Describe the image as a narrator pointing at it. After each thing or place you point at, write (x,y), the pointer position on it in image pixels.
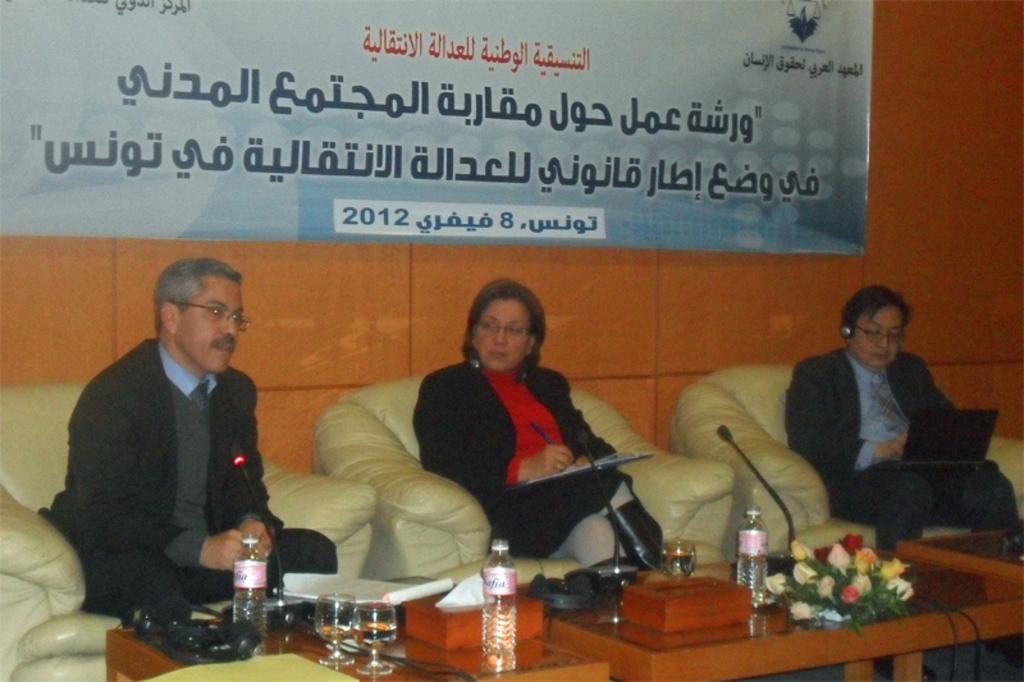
At the top of the image (594,96) we can see an advertisement (317,95) pasted on the wall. In the middle of the image (512,399) we can see persons (488,406) sitting on the couch (408,429) and holding folder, pen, laptop (912,459) in their hands (884,451). At the bottom of the image (993,600) we can see tables (323,644) and on the table (277,653) there are disposable bottles (253,586), bouquet (831,594), mics (784,565), cables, tissue holders (456,616), wine glasses (360,622).
